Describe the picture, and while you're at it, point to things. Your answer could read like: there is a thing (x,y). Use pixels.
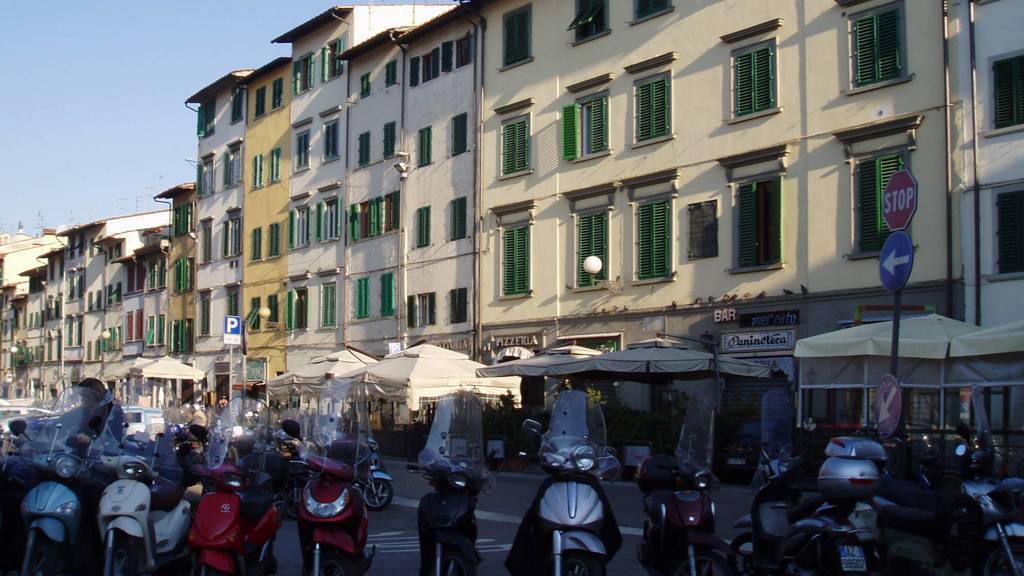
In this image I can see few vehicles (463,559) on the road (499,559). I can see few buildings (433,244). At the top (86,130) I can see the sky (121,128).
